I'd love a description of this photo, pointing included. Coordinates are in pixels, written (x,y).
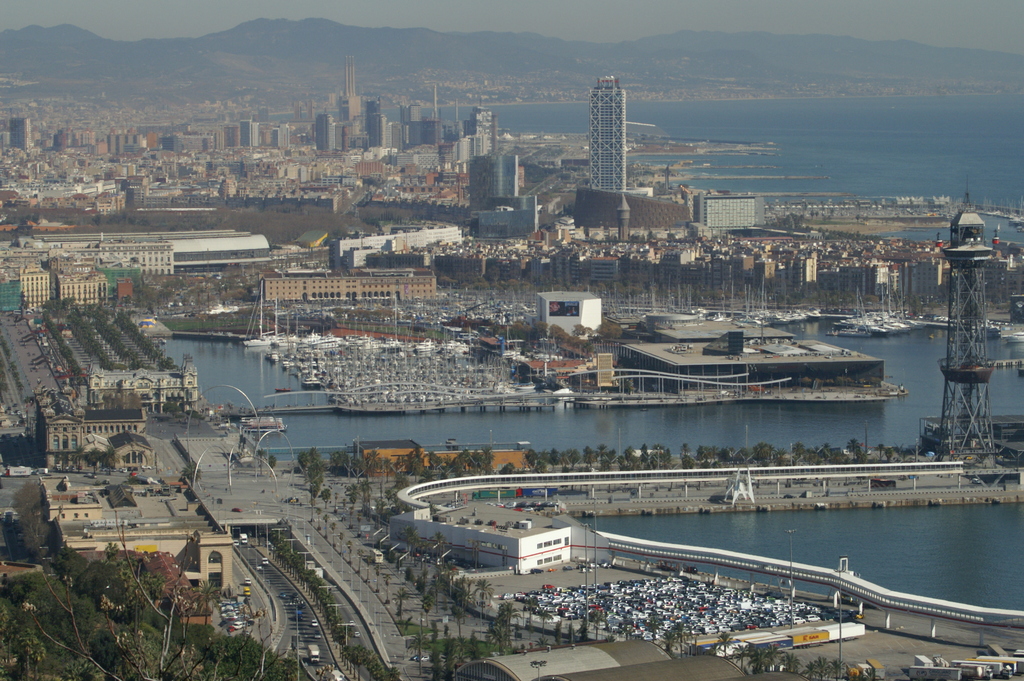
In the picture we can see an aerial view of the city (810,277) with roads (368,579) and vehicles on it and besides, we can see historical buildings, trees (202,603), and water (594,417) and besides, we can see some towers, tower buildings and in the background (23,59) we can see hills (205,43) and a sky (380,0).
